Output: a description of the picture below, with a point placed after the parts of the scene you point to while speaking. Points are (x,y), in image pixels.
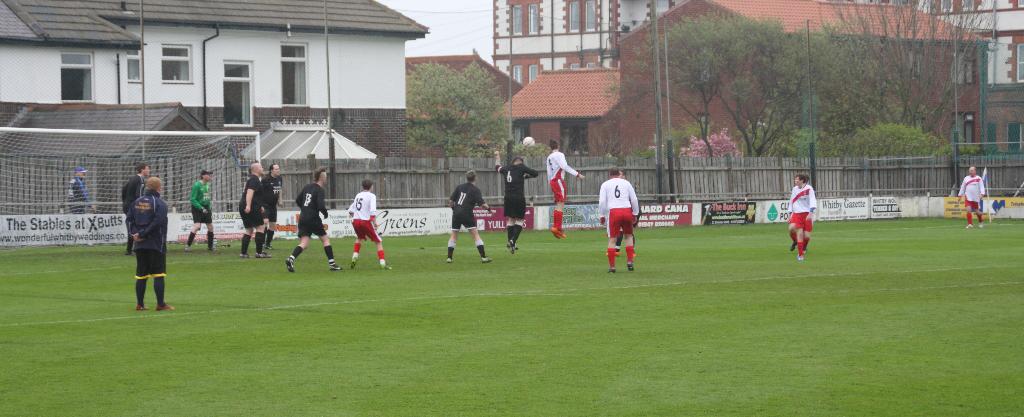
In the middle of the image (448,255) few people (975,179) are playing football. Behind them there is a fencing (995,177). Bottom of the image (389,350) there is grass (41,284). Middle left side of the image (217,132) there is a net (255,138). Behind the fencing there are some trees (883,138) and poles (986,77) and buildings (664,18).
